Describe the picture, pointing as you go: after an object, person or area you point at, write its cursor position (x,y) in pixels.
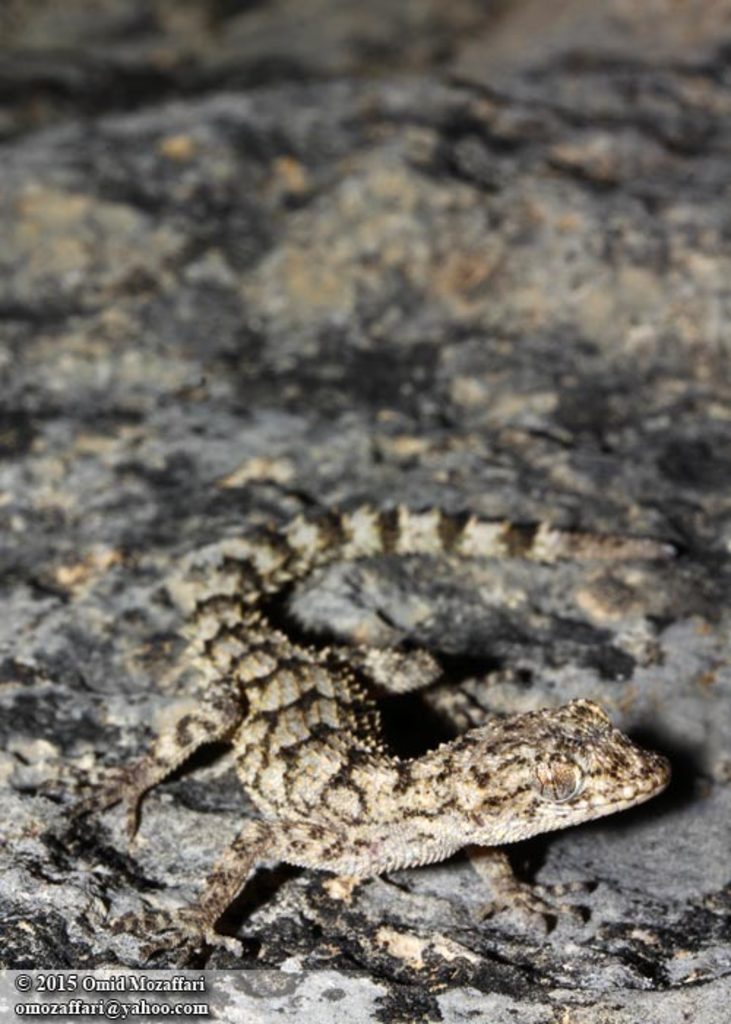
In this image in the center (308,680) there is a lizard (280,768), and at the bottom (612,886) there is a rock surface (274,995).
